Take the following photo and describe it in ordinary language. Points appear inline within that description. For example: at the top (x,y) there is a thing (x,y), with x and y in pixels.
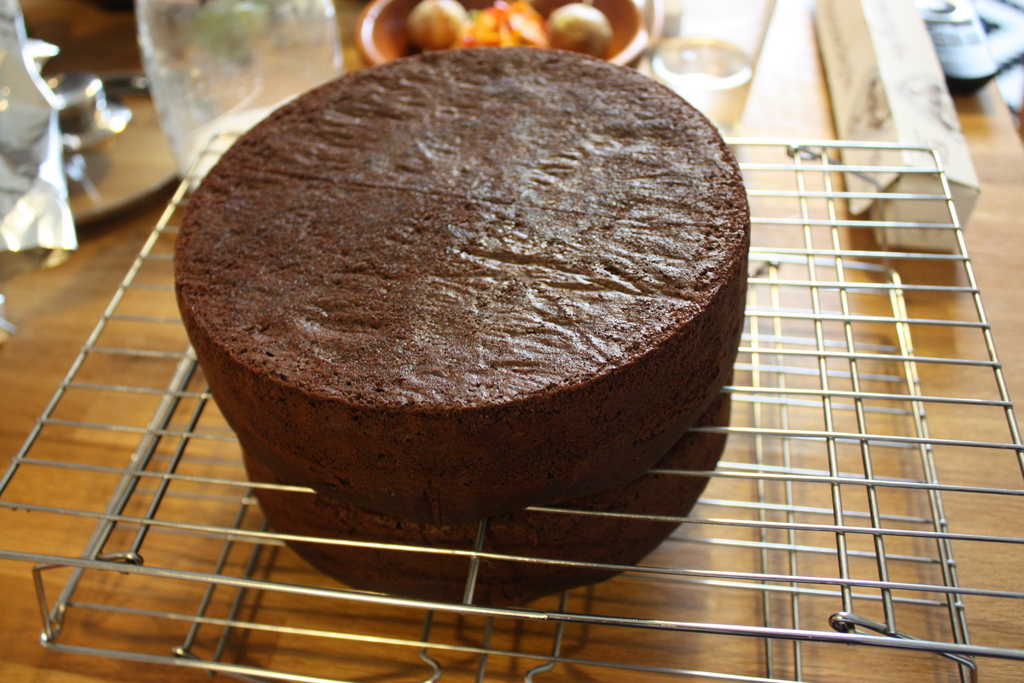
In this image in the center (539,412) there is a cake (529,264) and at the bottom (868,482), there is some object (887,349). And in the background (876,113) there are some glasses (301,23), bowl (638,46), bottle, and some other objects (853,165). At the bottom (458,618) it looks like a wooden table (786,568).
